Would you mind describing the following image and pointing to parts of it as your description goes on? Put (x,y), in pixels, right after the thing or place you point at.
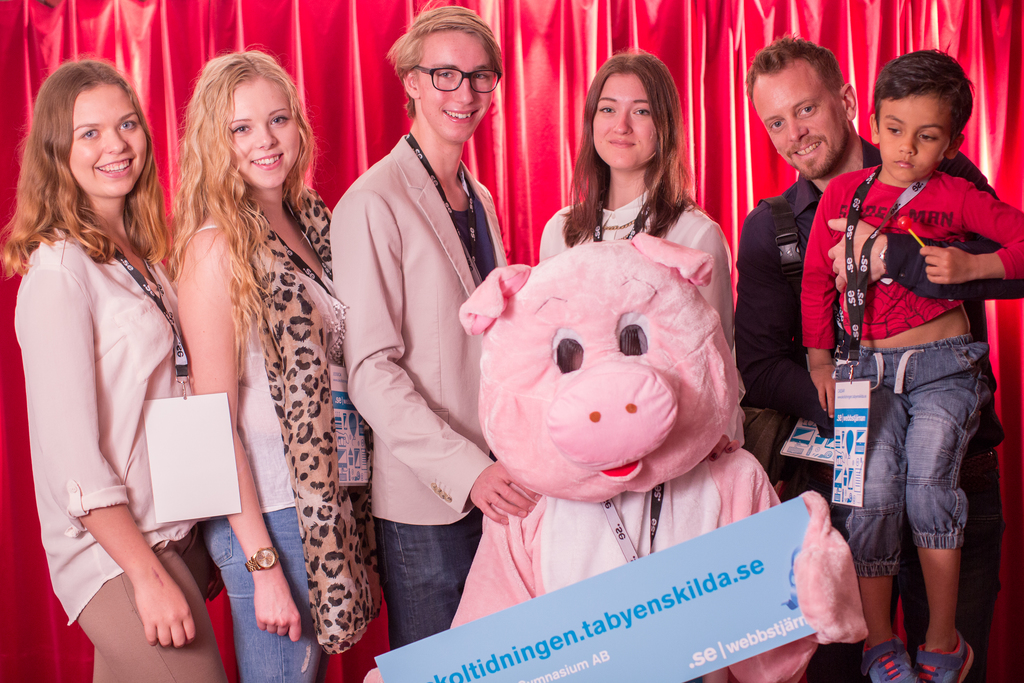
In the middle (471,448) a man (473,432) is standing, he wore coat (388,292) and he is holding the teddy pig (569,424). Beside him 3 girls (82,102) are standing, on the right side (851,254) a man (921,271) is holding the child (815,312) in his hand (841,258). That child (920,213) wore an ID card (851,399).
